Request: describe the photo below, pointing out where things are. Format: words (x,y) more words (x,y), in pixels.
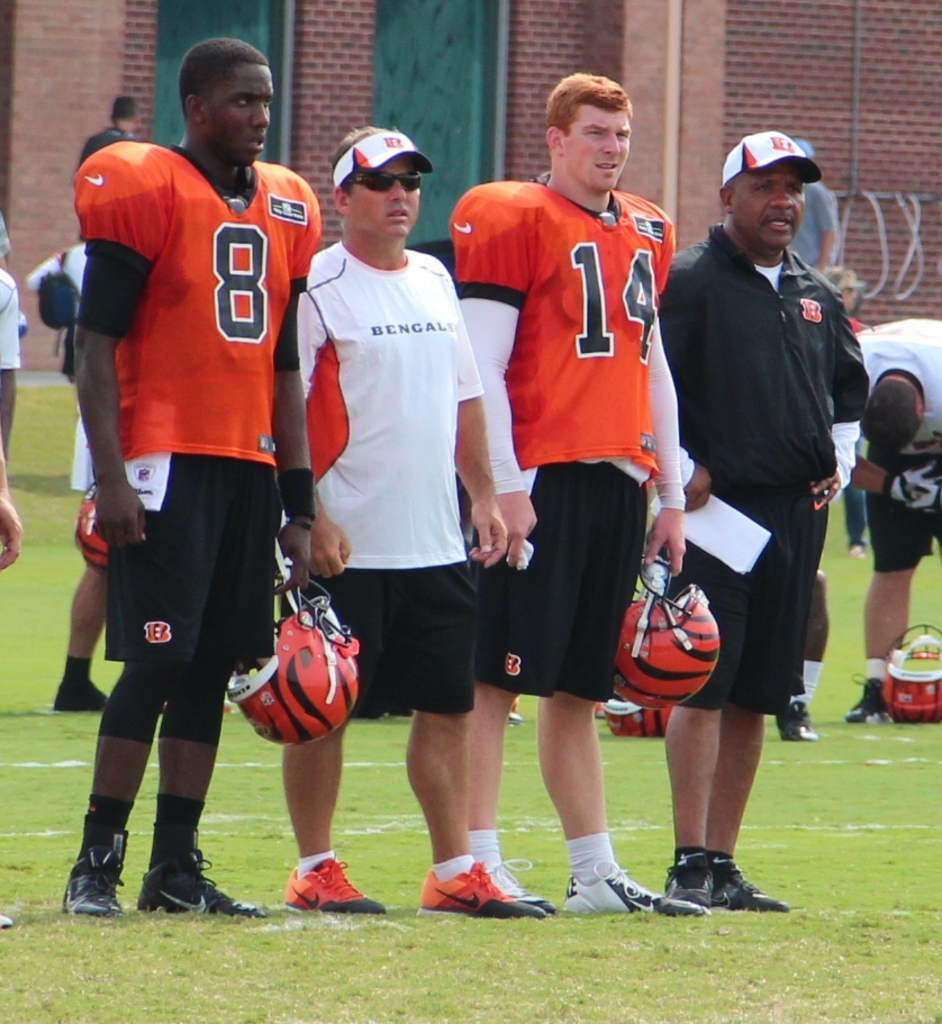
In this image there are a few people (448,642) standing on the grass (260,795) and there are a few objects (934,692). In the background (426,203) there is a building (737,75).
